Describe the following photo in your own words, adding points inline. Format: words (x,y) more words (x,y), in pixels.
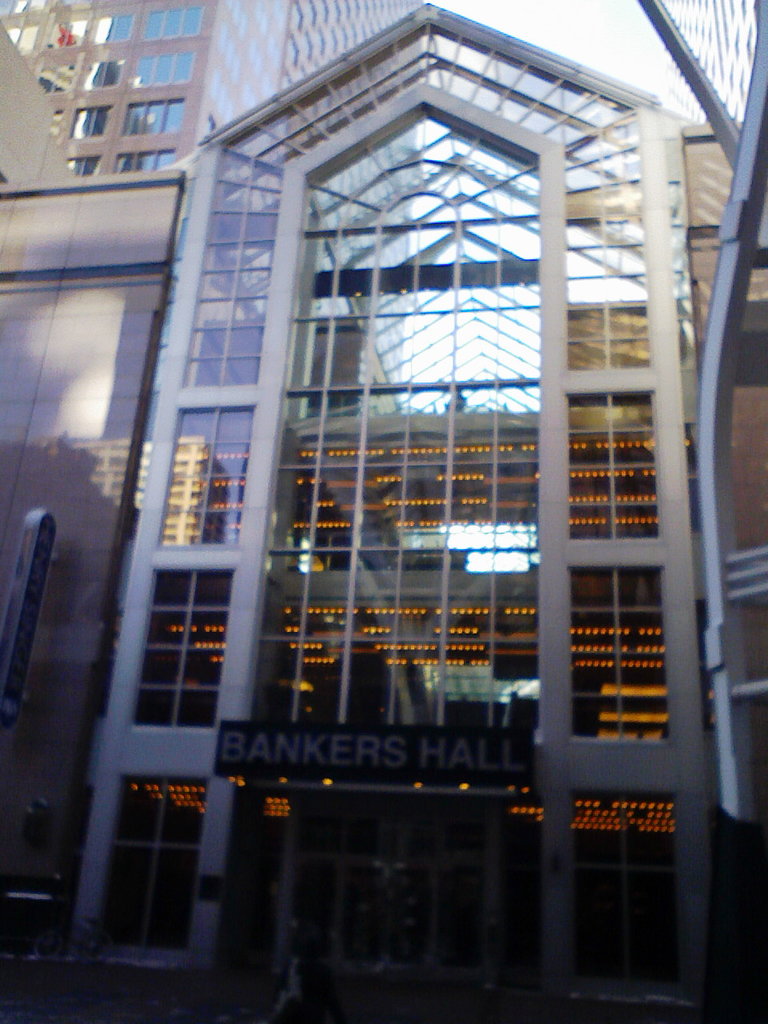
In this image, we can see buildings (381,711), glass (523,841), lights (631,687) and walls (36,476). Top of the image (586,44), there is a sky (554,18). Here we can see a name board (422,757).
